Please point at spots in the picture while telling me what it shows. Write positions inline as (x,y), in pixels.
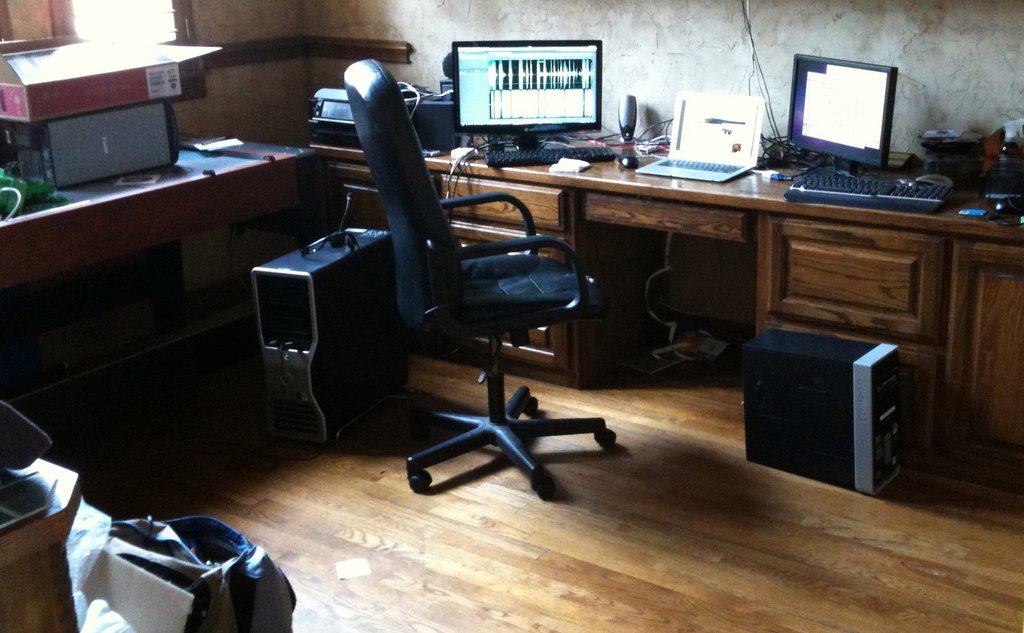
In this image we can see electronic gadgets (871,350), chair (479,308) and wooden desk (629,278).
